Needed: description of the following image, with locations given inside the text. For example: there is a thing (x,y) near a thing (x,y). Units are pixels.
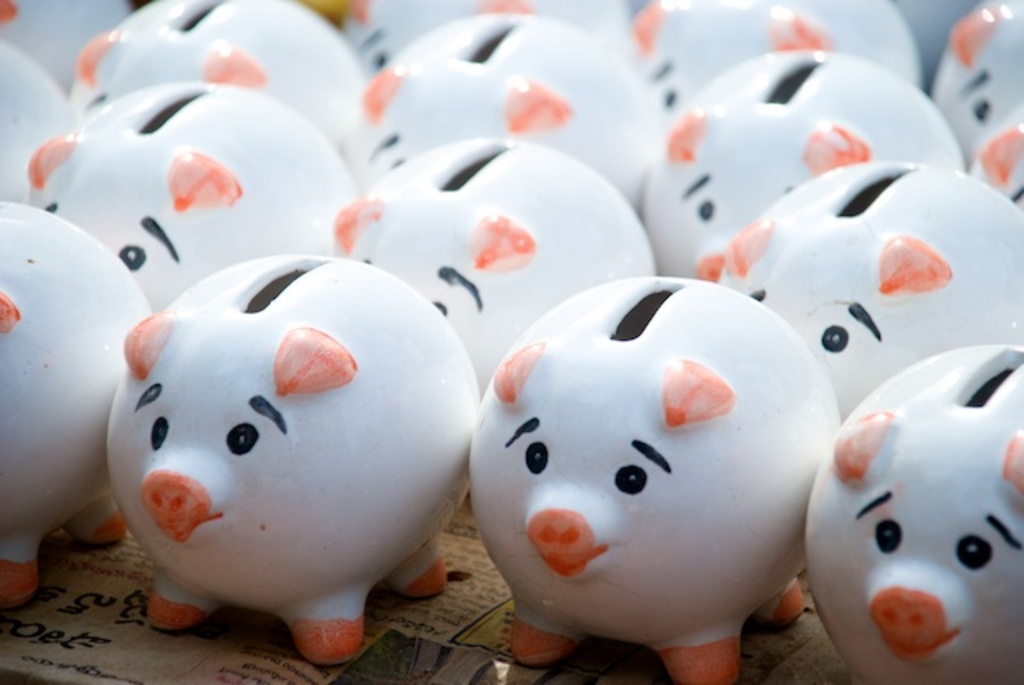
In this image I can see few piggy-banks (496,268) in white, orange and black color. They are on the newspaper (80,650).
